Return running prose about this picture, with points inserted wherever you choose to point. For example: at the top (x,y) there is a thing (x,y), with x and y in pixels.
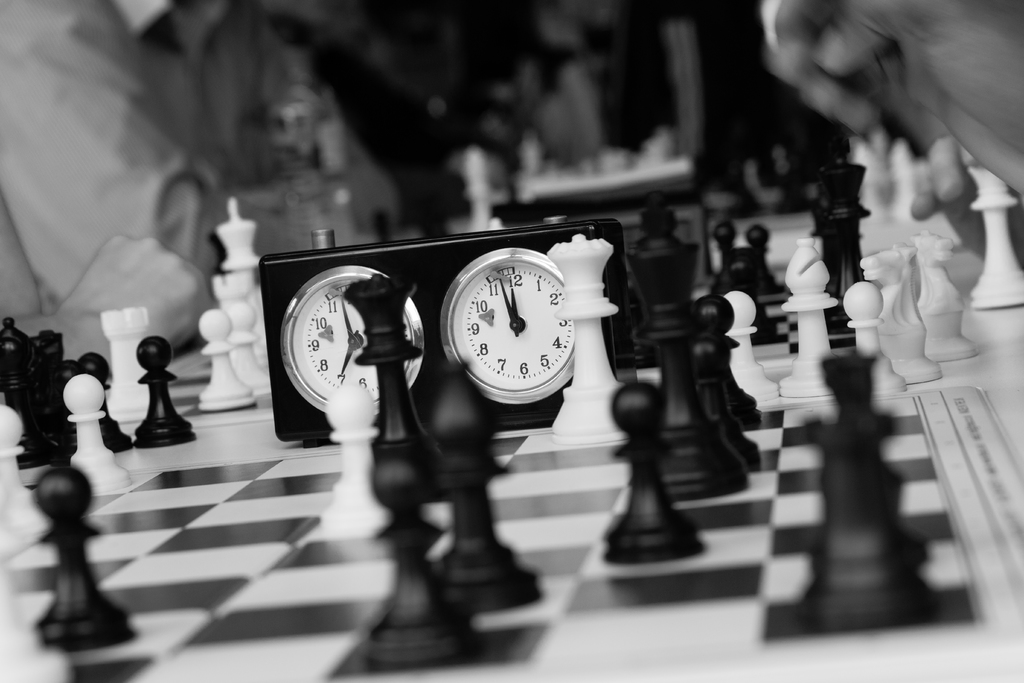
In the image we can see there is a chess board (723,508) and there are chess coins (451,461) and also there is a timer (502,336) and the image is in black and white colour.
